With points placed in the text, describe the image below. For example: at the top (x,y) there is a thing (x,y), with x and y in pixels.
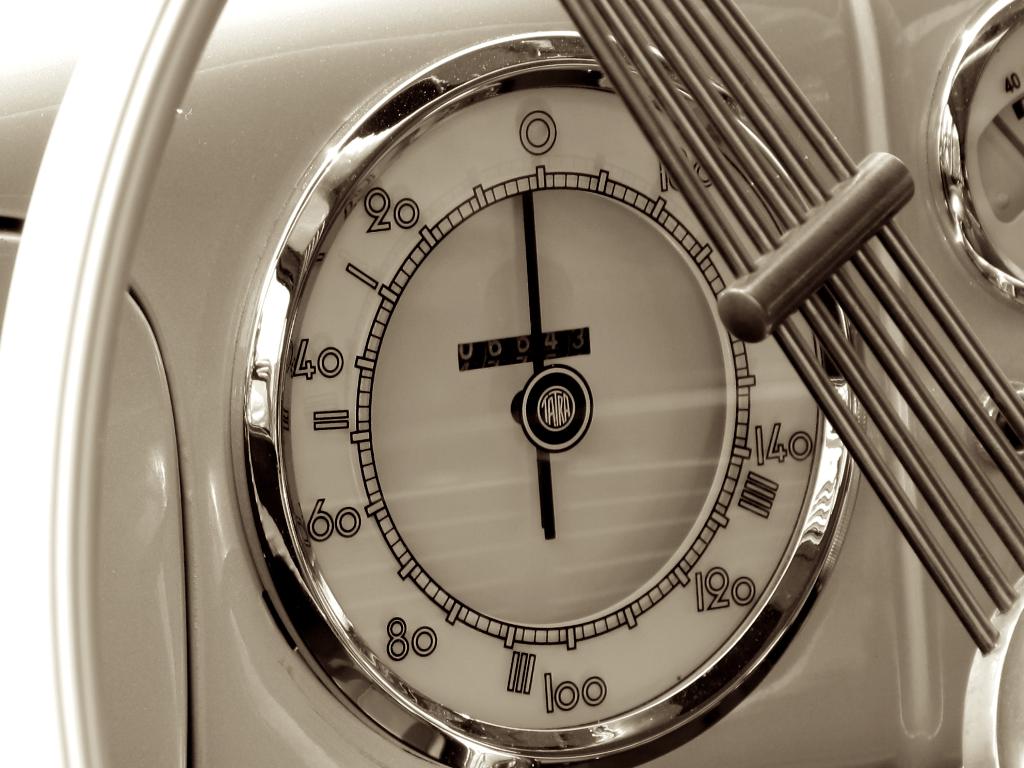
In this image, we can see speed meters (526,363) and we can see steel rods (940,419).
